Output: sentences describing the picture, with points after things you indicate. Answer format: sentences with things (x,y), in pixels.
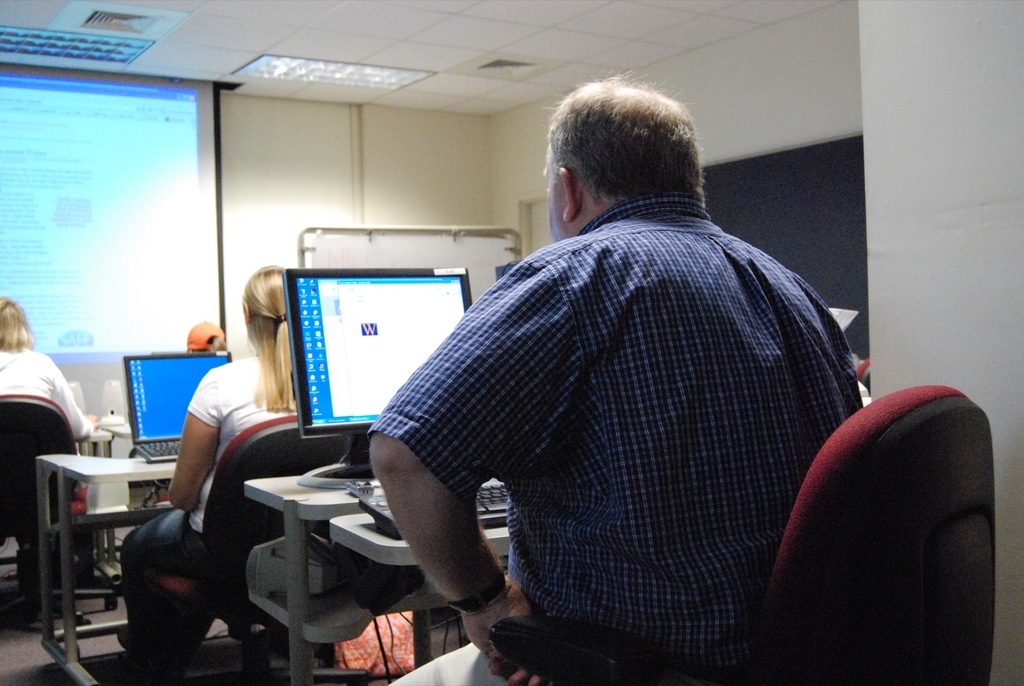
People (51,397) are sitting in chairs (58,417) and working with desktops (300,358) in front them.
